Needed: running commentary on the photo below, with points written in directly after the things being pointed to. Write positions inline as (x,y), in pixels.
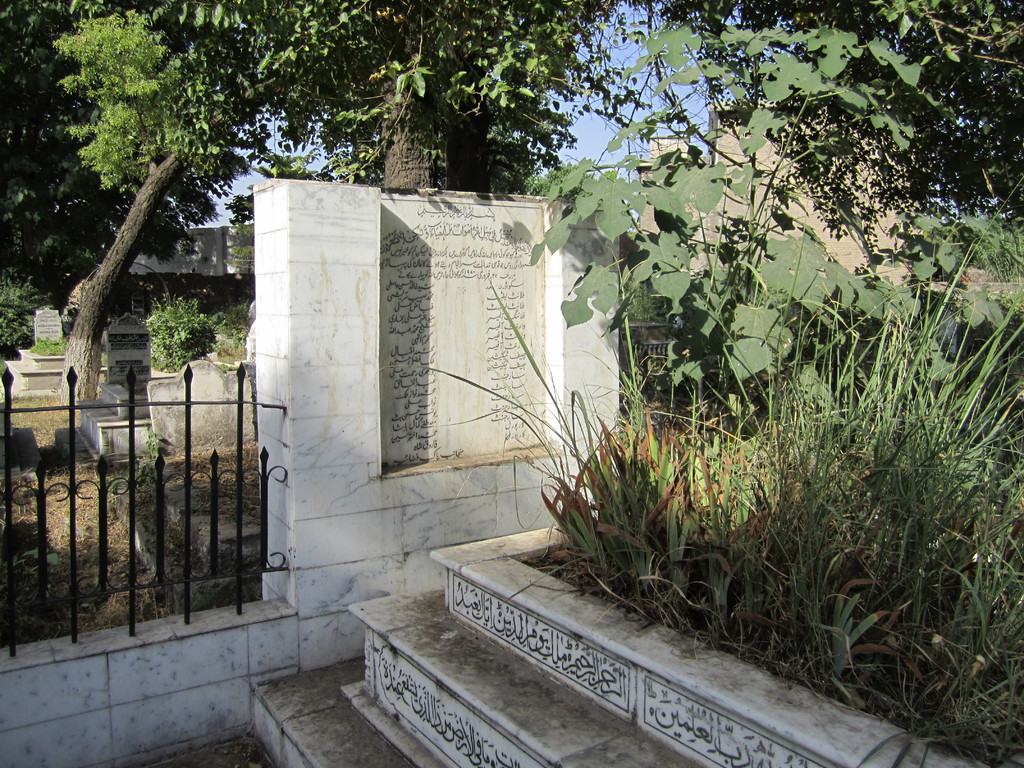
At the bottom (391,676), we see the stairs (543,670). On the right side (877,448), we see the grass (837,529) and the trees (608,274). In the middle (490,264), we see a commemorative plaque (358,496). Beside that, we see the railing (46,525). Behind that, we see the graves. There are trees (563,126) and the buildings (792,203) in the background (47,157).
